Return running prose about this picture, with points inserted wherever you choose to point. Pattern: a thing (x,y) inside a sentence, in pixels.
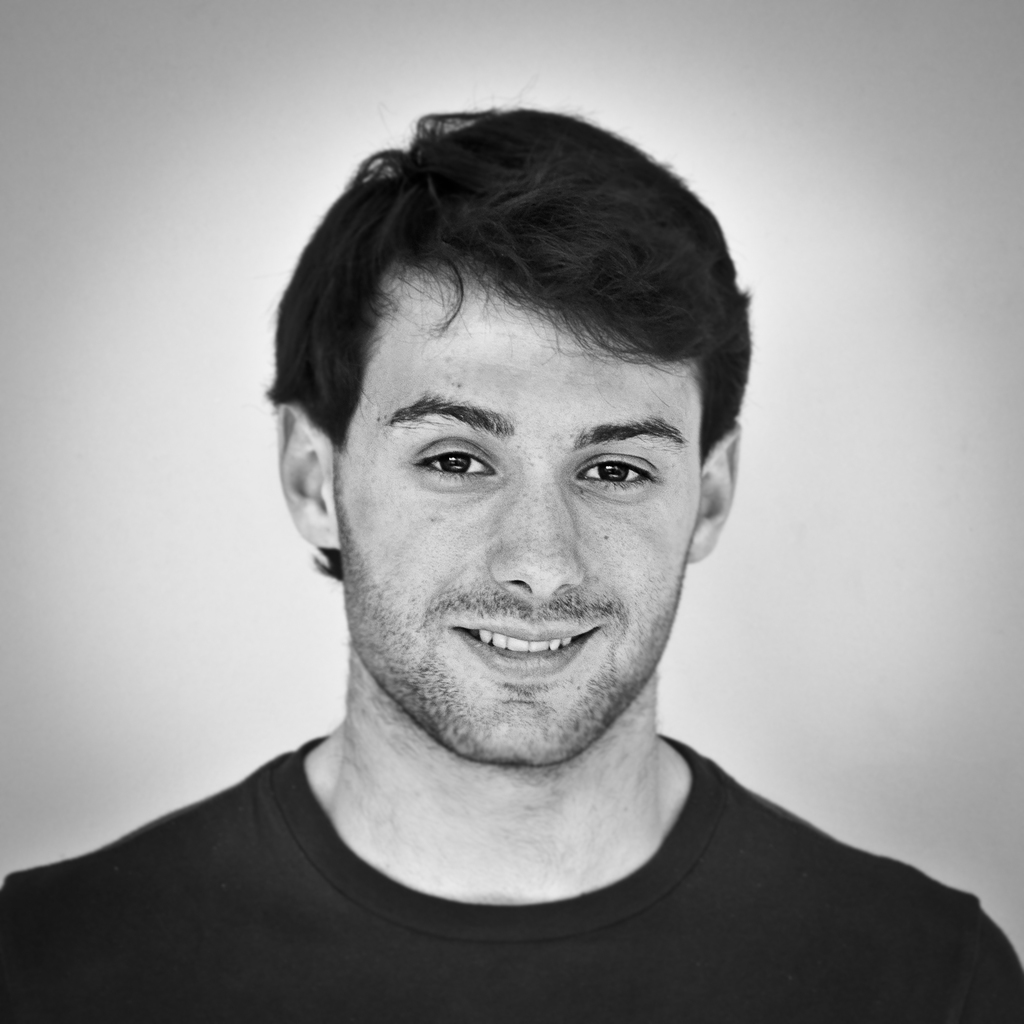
In this image we can see one man (547,818) in black T-shirt (543,948) with a smiling face (494,399) and there is a white background (1022,403).
